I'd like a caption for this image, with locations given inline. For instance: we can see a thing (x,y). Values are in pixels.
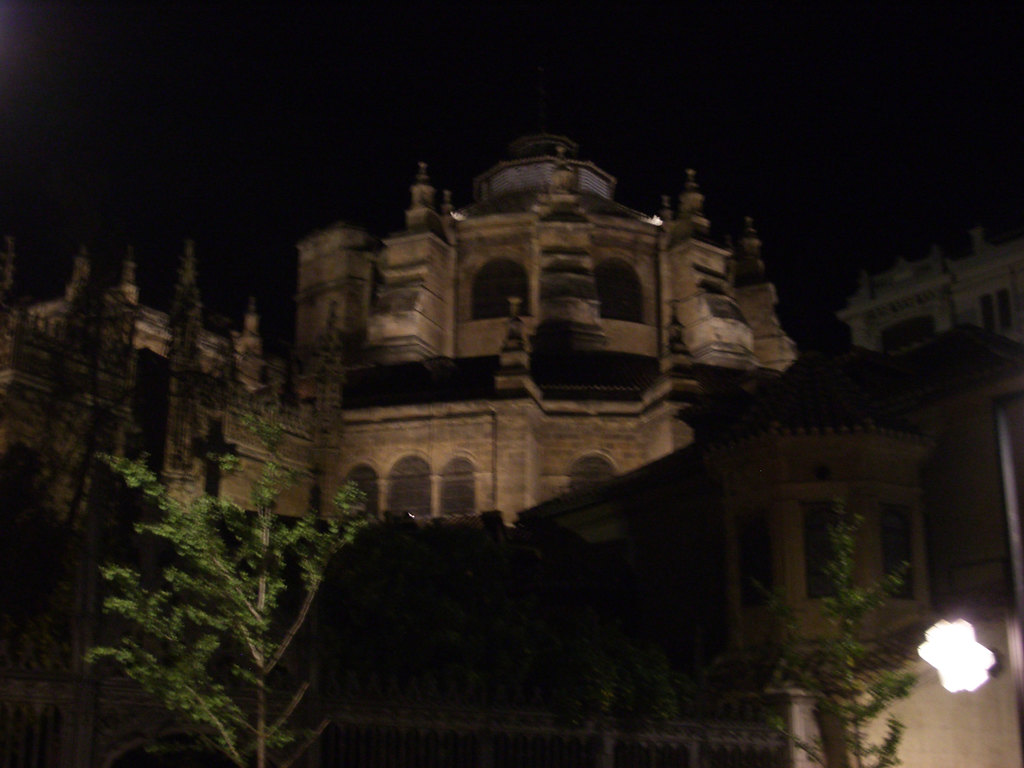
In this image there is a building (435,306) at top of this image (512,244) and there are some trees (490,592) in middle of this image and there is one fencing gate (511,722) at bottom of this image (405,726).
